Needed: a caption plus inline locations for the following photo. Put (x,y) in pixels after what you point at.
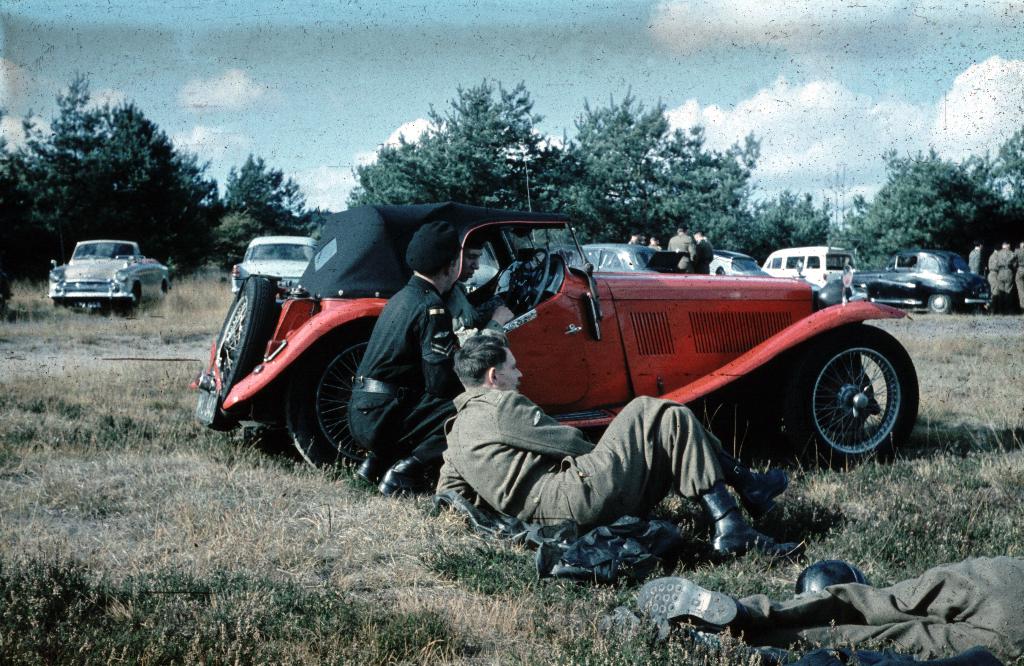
In this picture there is a car (527,231) and there are two men (468,405) in the center of the image (555,279), on the floor (996,525) and there are cars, trees (201,251), and people (695,261) in the background area of the image (590,232).
